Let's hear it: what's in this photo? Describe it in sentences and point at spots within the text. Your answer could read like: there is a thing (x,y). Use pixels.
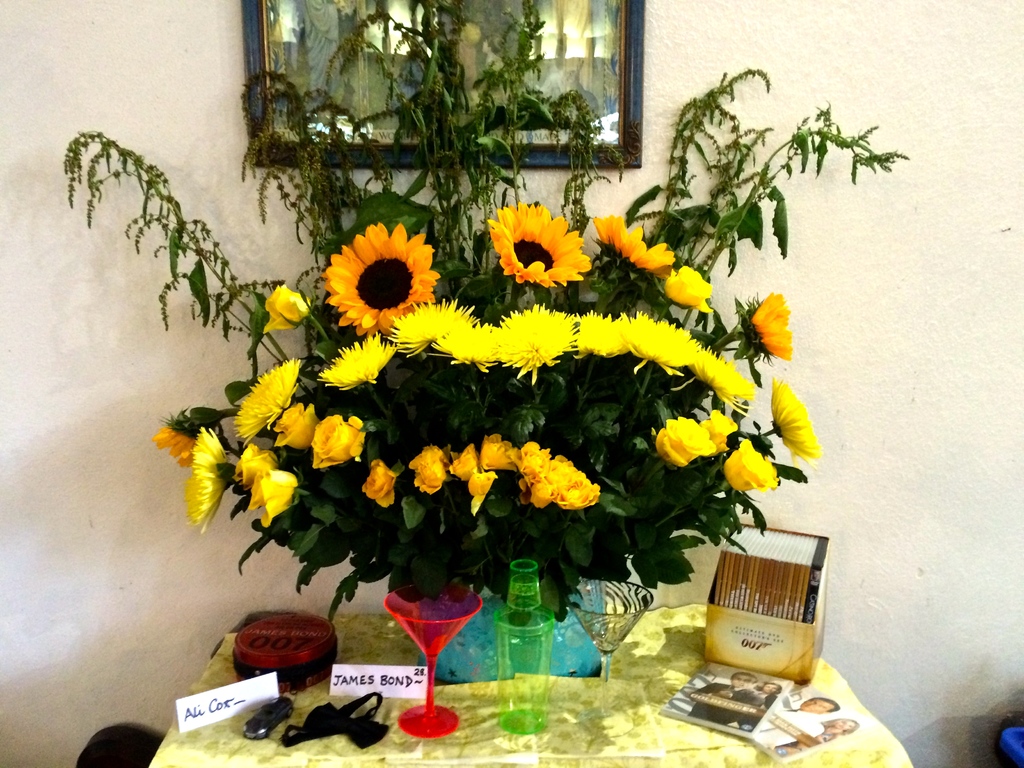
Here we can see glasses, bottle (522,625), name tags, books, flower vase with flowers (439,465) in it and some other objects (277,670) on the table (491,723). In the background (60,747) there is a frame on the wall (162,714). On the left (152,747) and right there is an object (124,760).
